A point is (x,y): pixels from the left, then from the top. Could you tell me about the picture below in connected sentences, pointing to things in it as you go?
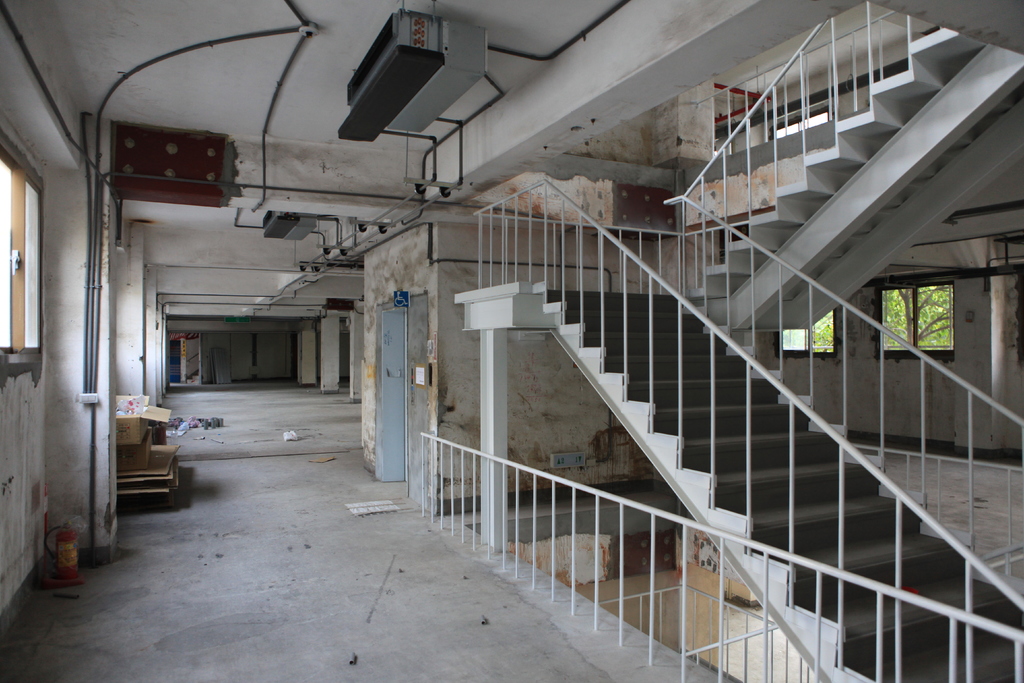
In this image we can see inside view of a building (143,527) there are some pillars (361,383), doors (400,420), stairs (634,373), windows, cardboard boxes (159,461) on the floor (228,428) and in the top of the image (452,53) there are some items (370,132), vents (299,220) of central A. C (377,128).
